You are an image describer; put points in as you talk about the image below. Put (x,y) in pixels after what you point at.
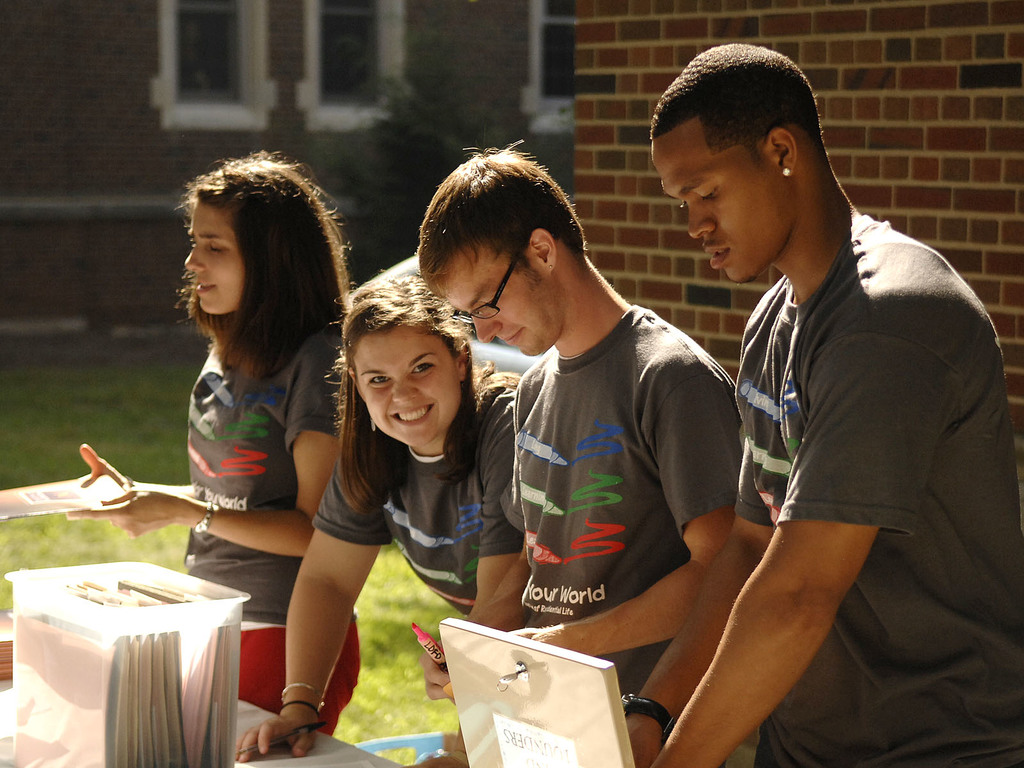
In this image, There are some people (937,642) standing and in the left side (43,729) there is a white color box (170,631) in that there are some books (114,658) and in the right side (949,215) there is a wall (882,48) which is in brown color.
